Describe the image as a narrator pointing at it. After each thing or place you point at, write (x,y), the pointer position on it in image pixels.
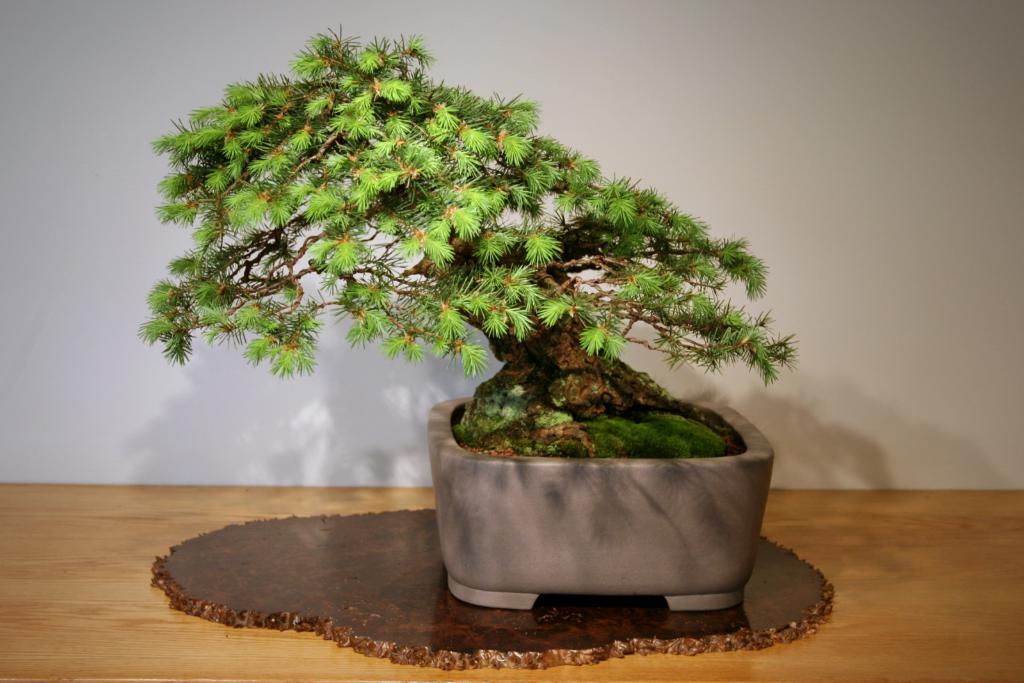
In this picture I can see a bonsai tree (481,292) and it is on the brown color surface (396,574). In the background (968,87) I can see the white color wall (754,190).
